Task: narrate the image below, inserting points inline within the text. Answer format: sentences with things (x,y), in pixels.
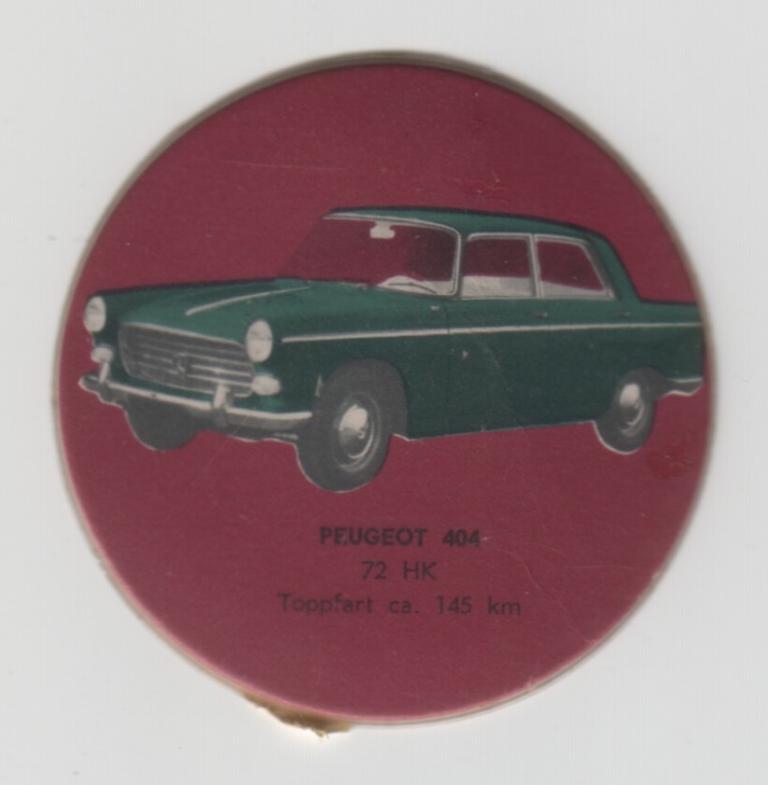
There is a painting (328,298) of a car (395,320) on a red surface (323,146) with something written on that. In the background (586,747) it is white.
